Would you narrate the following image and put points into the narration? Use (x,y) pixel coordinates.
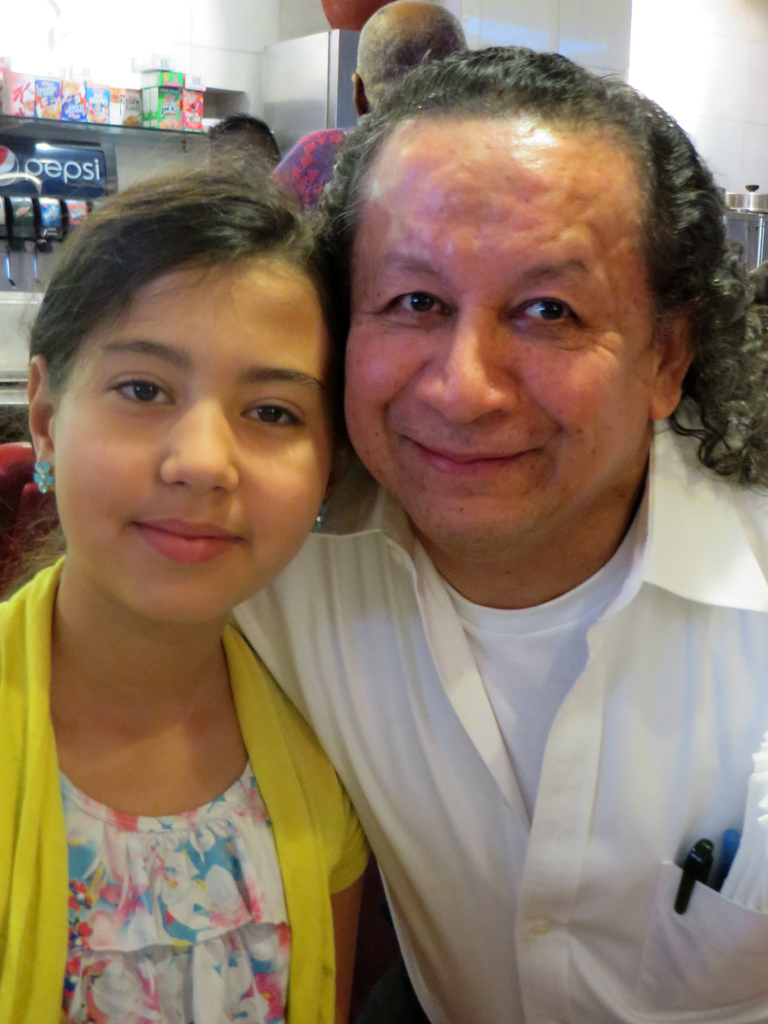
In this picture we can see a man (604,718) wearing a white shirt (588,715) standing in the front (546,695), smiling and giving a pose to the camera. Beside there is a small girl (167,852), standing and smiling. Behind there is a Pepsi box (26,220) and some food products (37,99) on the shelf (46,132).
